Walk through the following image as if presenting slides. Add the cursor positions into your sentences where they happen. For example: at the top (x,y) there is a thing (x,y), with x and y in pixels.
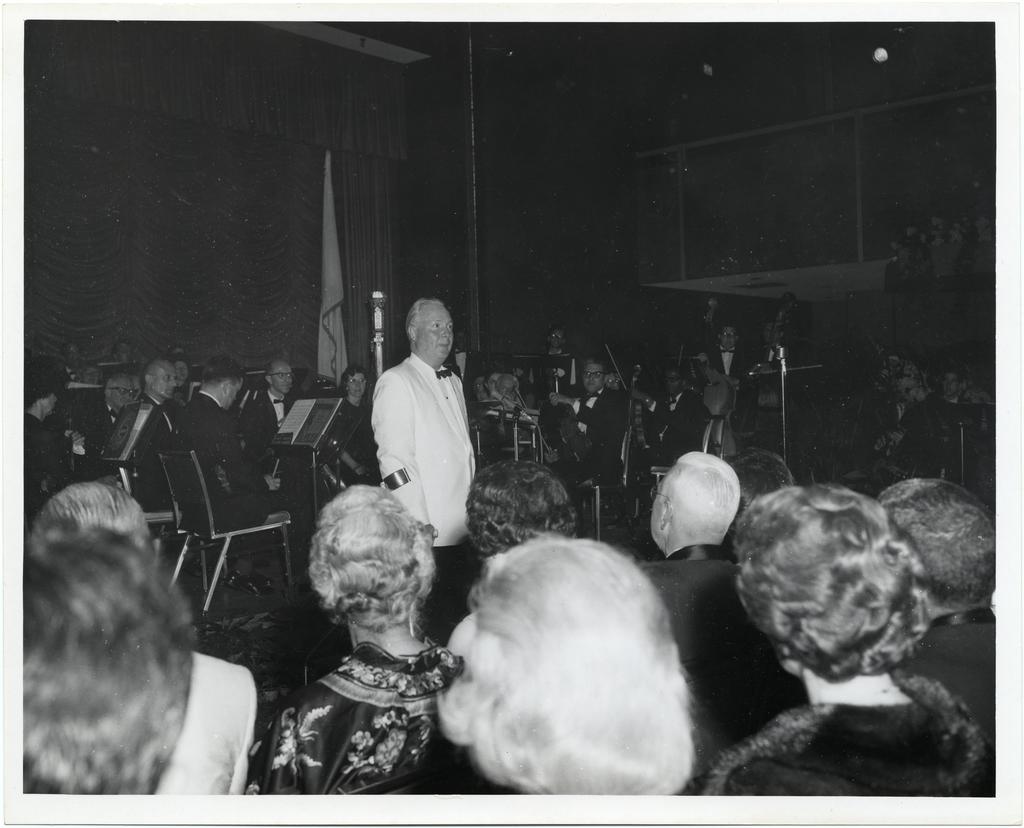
In this picture there is a man (423,355) who is standing in the center of the image (421,460) and there are people (547,506) at the bottom side of the image (720,624) and there are people (264,440) those who are sitting in front of the books (315,418) in the background area of the image (582,354), there are curtains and a lamp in the image.
